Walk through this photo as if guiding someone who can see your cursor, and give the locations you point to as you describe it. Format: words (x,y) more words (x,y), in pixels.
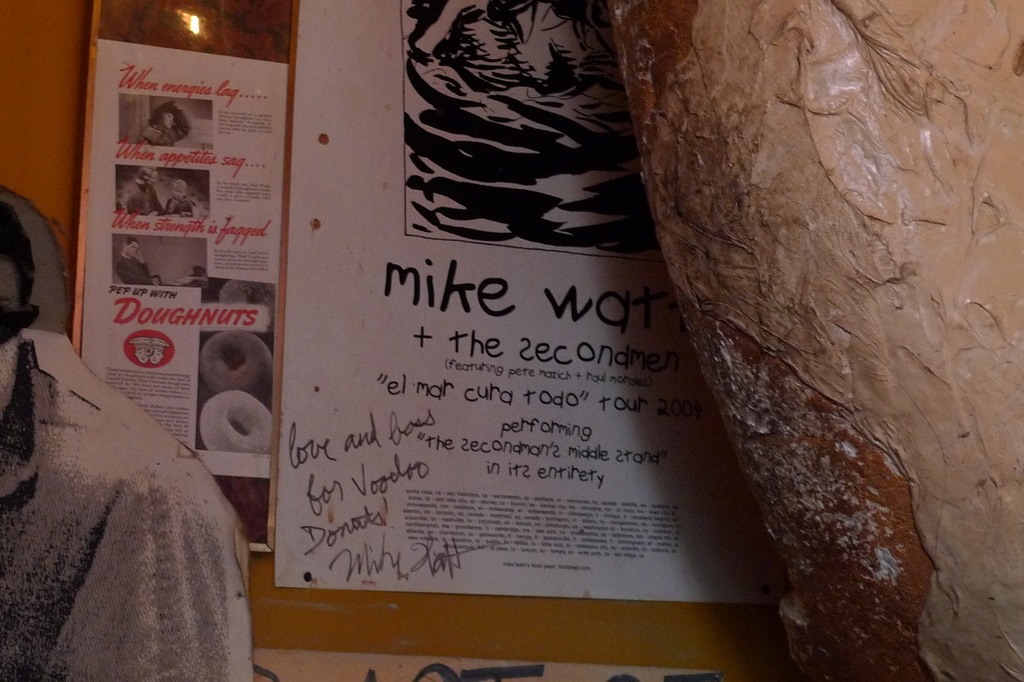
In this image we can see posters (476,301) on the wall (324,644) and other objects (916,632). On the posters (626,382) we can see some text (460,300), pictures (121,268) of persons (127,255), and doughnuts (223,433).
